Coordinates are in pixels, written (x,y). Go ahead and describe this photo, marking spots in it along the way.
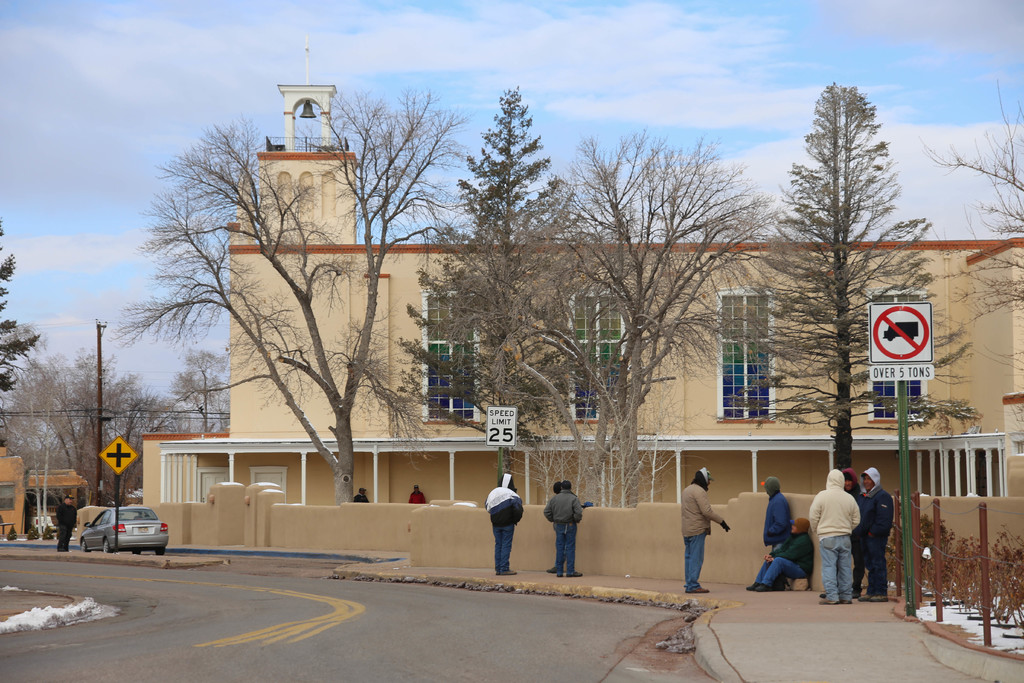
In this image I can see group of people (778,567) standing and I can also see few boards (921,358) attached to the poles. In the background (45,490) I can see the vehicle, few dried trees (342,270) and I can also see the building (387,271) in cream and brown color and the sky (376,91) is in blue and white color.
